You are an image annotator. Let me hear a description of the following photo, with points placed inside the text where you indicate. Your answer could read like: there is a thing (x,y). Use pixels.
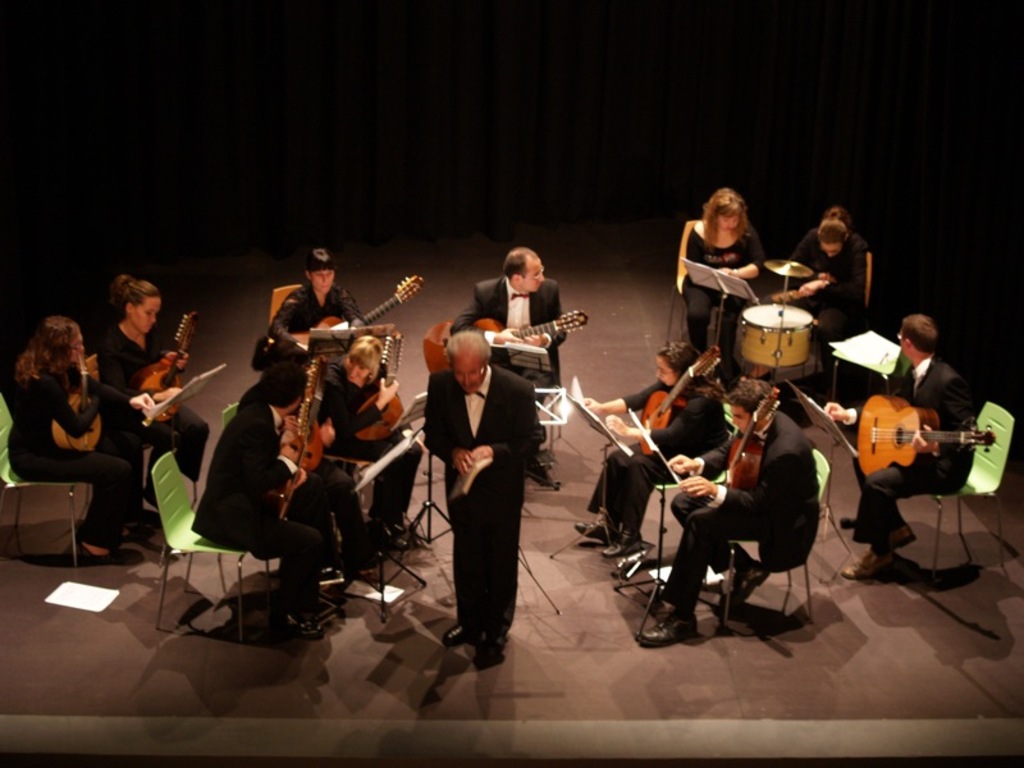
In this image I can see number of people (686,512) where one man (482,340) is standing and rest all are sitting on chairs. I can also see most of them are holding musical instruments (893,418) and wearing same color of dress (455,392).
